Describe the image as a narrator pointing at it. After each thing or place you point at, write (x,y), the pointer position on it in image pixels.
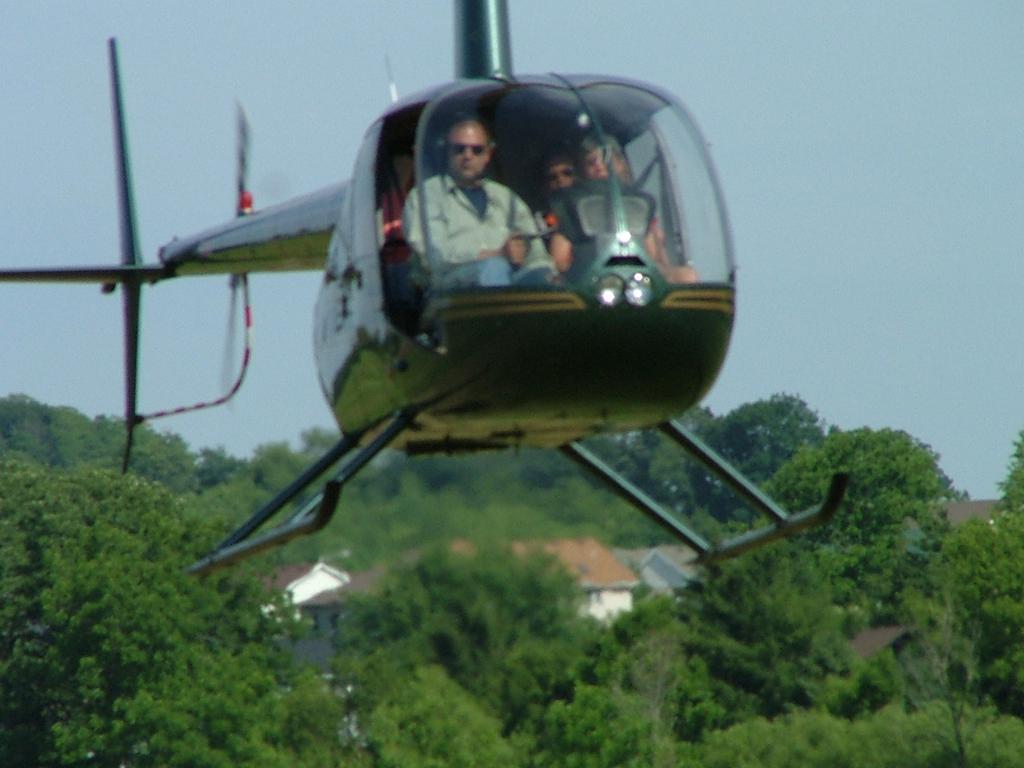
In this picture, we see three men (474,178) are riding the helicopter (626,231). At the bottom (463,653), we see the trees (490,657). There are trees (586,512) and the buildings (623,560) in the background (789,508). At the top (859,98), we see the sky (876,162), which is blue in color.
